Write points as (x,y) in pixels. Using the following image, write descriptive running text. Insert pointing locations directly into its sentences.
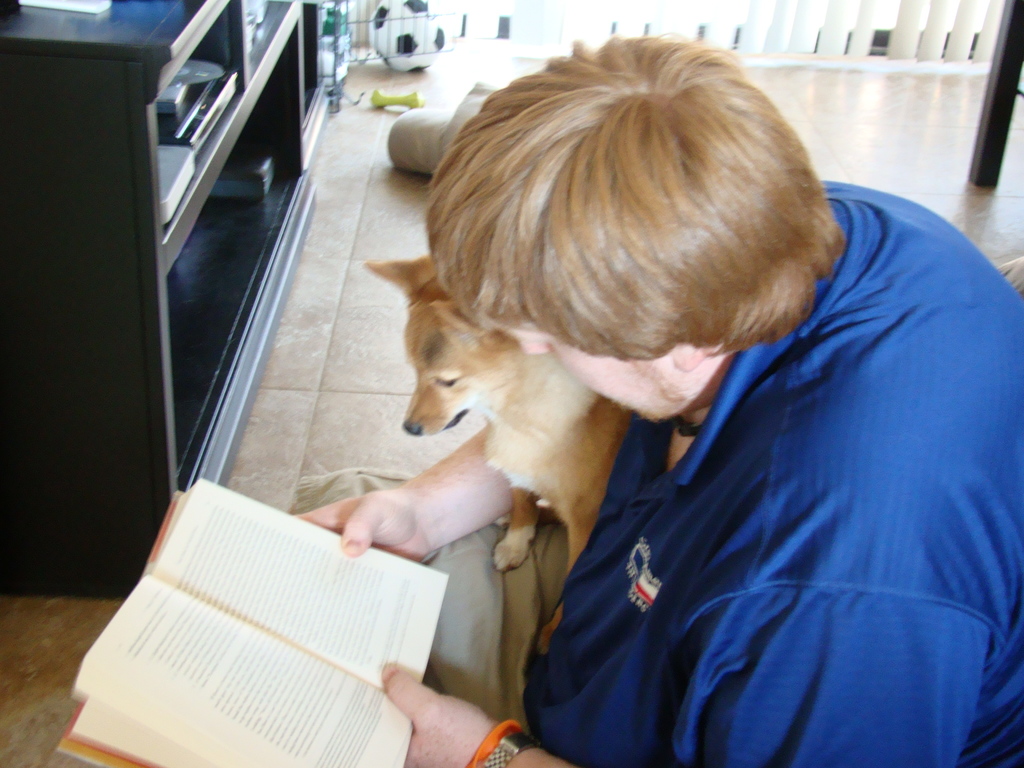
In this image there is a man (642,527) who is reading the book (364,611). Beside him there is a dog (512,404). On the left side (158,191) there is a cupboard (284,171) in which we can see there are CD players (214,93) on which there are CD's (175,80). In the background (417,66) there is a ball (409,68) on the floor (386,89). Behind the ball (420,36) there is a curtain (795,21).
